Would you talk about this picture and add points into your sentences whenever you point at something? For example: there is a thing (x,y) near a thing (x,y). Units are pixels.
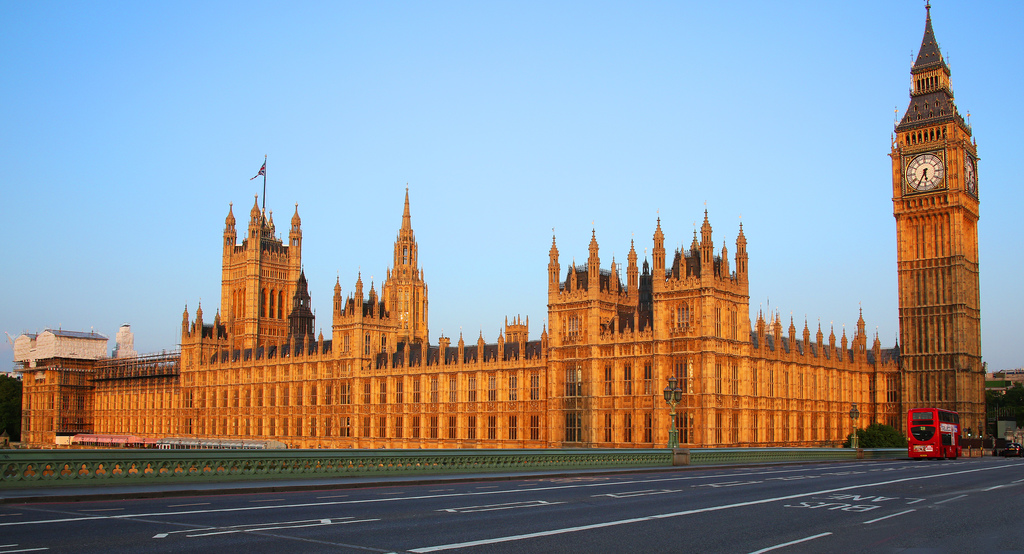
This picture is clicked outside. In the center (356,311) we can see a building (581,401) and we can see the lamps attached to the poles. In the foreground (582,517) we can see the concrete road (745,500) and a red color bus (919,453), we can see the railings (787,454). On the right (942,171) we can see a clock (930,167) hanging on the wall (932,198) of a spire (956,158). In the background (821,183) we can see the sky (272,162), flag (253,177) and some other objects (97,375).
